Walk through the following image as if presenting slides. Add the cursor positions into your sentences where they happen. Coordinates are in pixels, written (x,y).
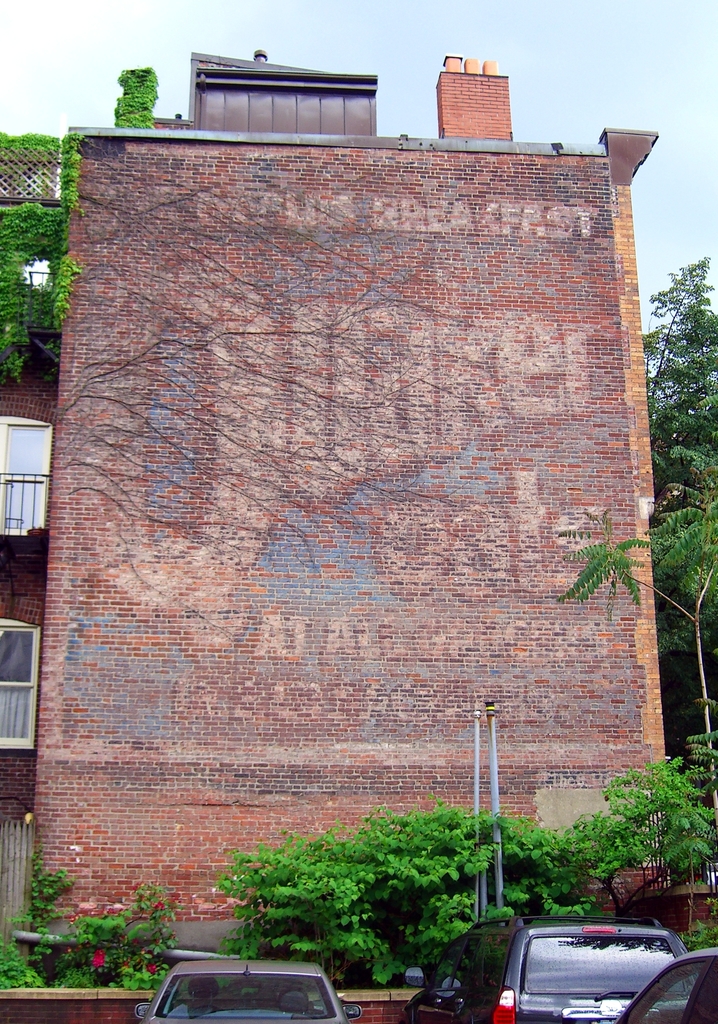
In this image we can see the building (141,266), creepers (70,283), plants (7,957), pipes (476,713) and also the trees (715,777). We can also see the sky (557,76). At the bottom (459,1008) we can see the vehicles (306,965).
